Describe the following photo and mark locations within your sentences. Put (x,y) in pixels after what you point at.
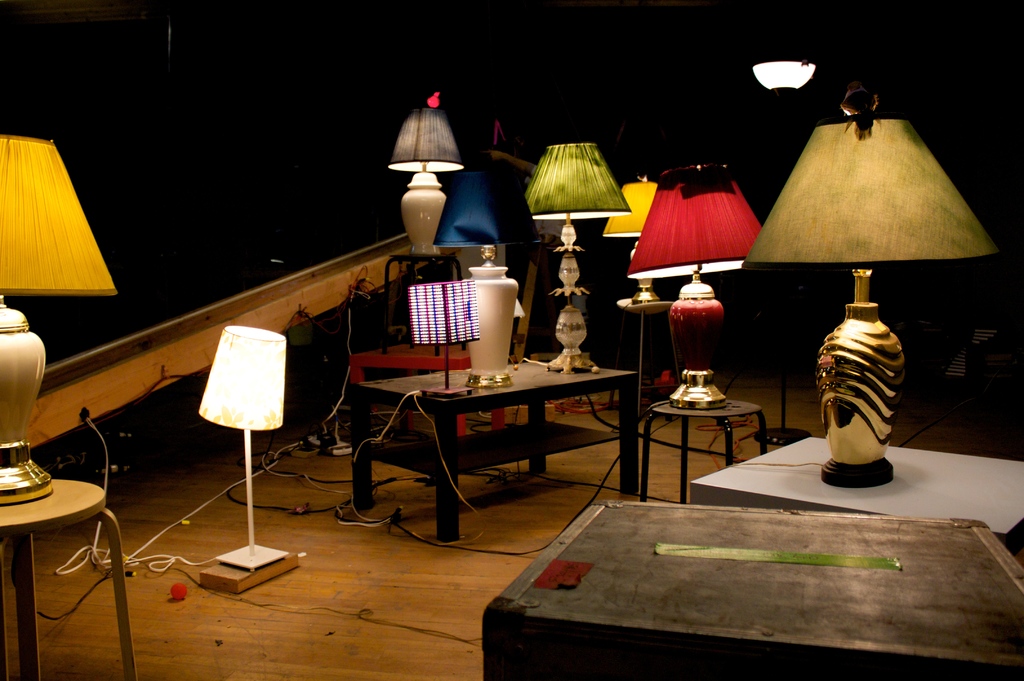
In this image I can see tables (1003,505), lamps (233,410), wires (455,485) on the floor (459,568). The background (176,58) is dark in color. This image is taken may be during night in a room (424,560).
